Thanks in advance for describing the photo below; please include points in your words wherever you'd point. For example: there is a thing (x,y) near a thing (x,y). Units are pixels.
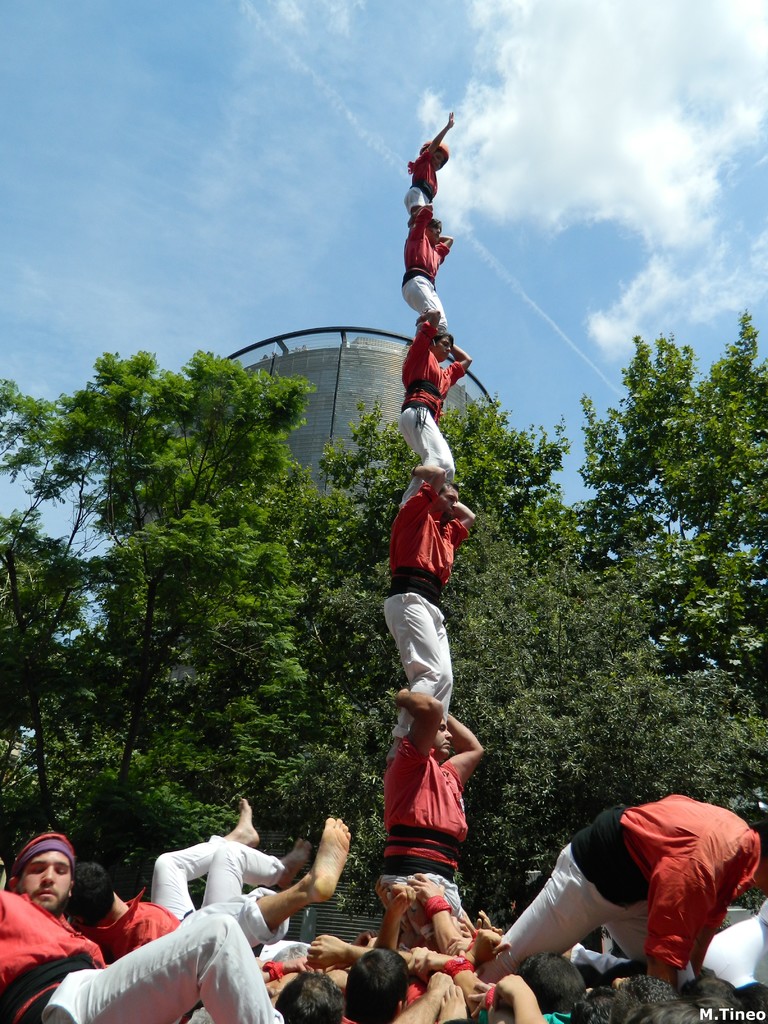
In the center of the image (428,352) we can see a group of people (424,862) standing one on the other. We can also see a group of trees (360,574), a building (311,440) and the sky (253,296) which looks cloudy. On the bottom of the image (490,944) we can see some people (444,907).
